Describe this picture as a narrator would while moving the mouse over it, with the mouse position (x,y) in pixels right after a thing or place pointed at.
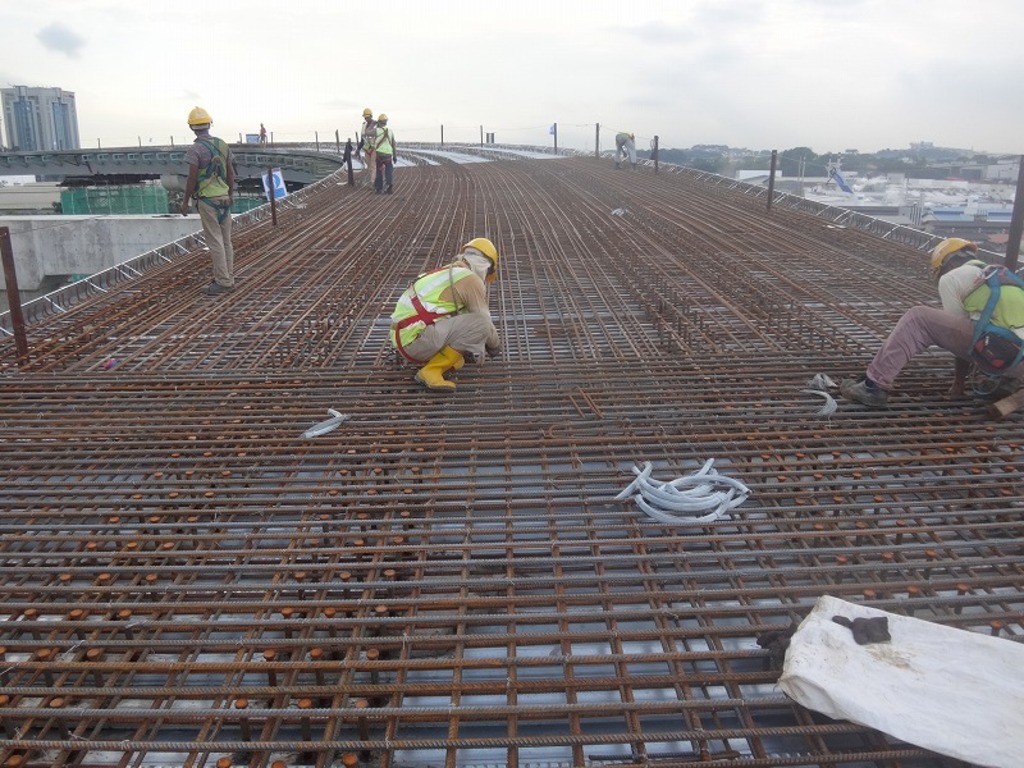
In this image, in the middle (440,318) there is a person (470,320). On the right (966,334) there is a person (958,363). On the left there are three men (364,143). At the bottom (541,536) there are iron grills (543,580), tubes (702,506), some other objects (862,673). In the middle (655,258) there is a bridge (462,179) on that there are people (458,330). In the background (978,188) there are buildings (954,217), sky (737,50) and clouds (735,58).
